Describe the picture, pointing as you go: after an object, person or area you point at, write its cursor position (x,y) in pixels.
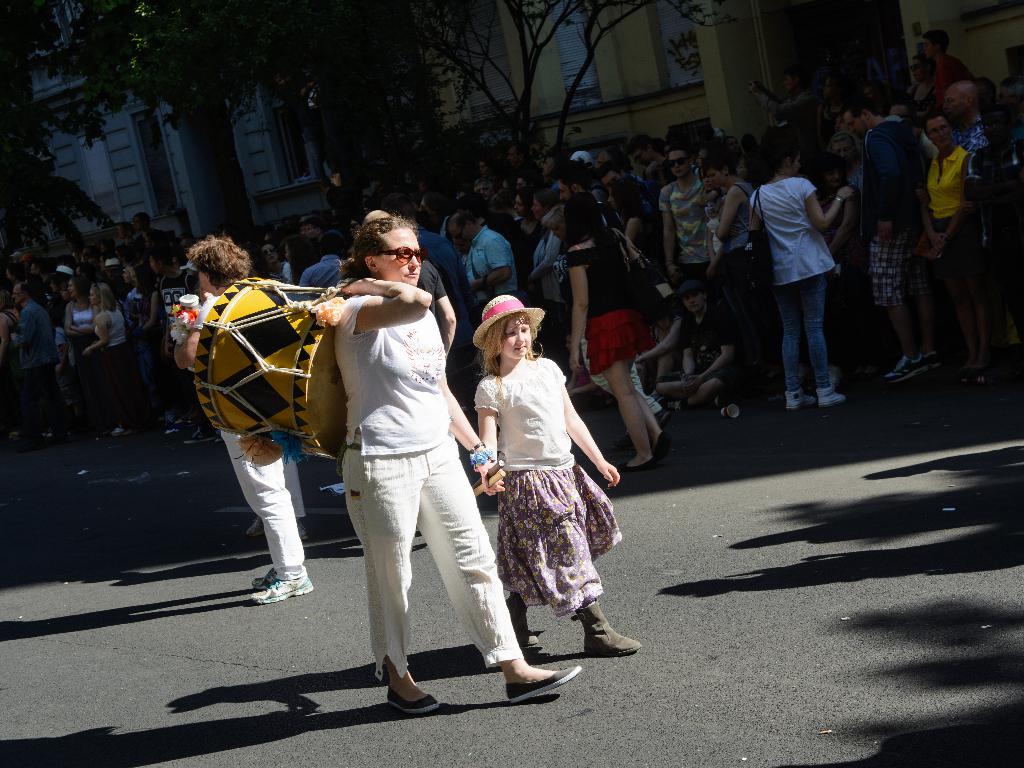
This image is taken in outdoors. At the bottom of the image (237,626) there is a road (706,650). In the middle of the image (416,281) a woman (566,675) is walking with holding a drum (301,290) along with a girl (549,488). At the background (820,349) there are many people (960,138) standing on the road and there were buildings (200,162), walls (267,168) with windows (666,65) and trees (295,58).
